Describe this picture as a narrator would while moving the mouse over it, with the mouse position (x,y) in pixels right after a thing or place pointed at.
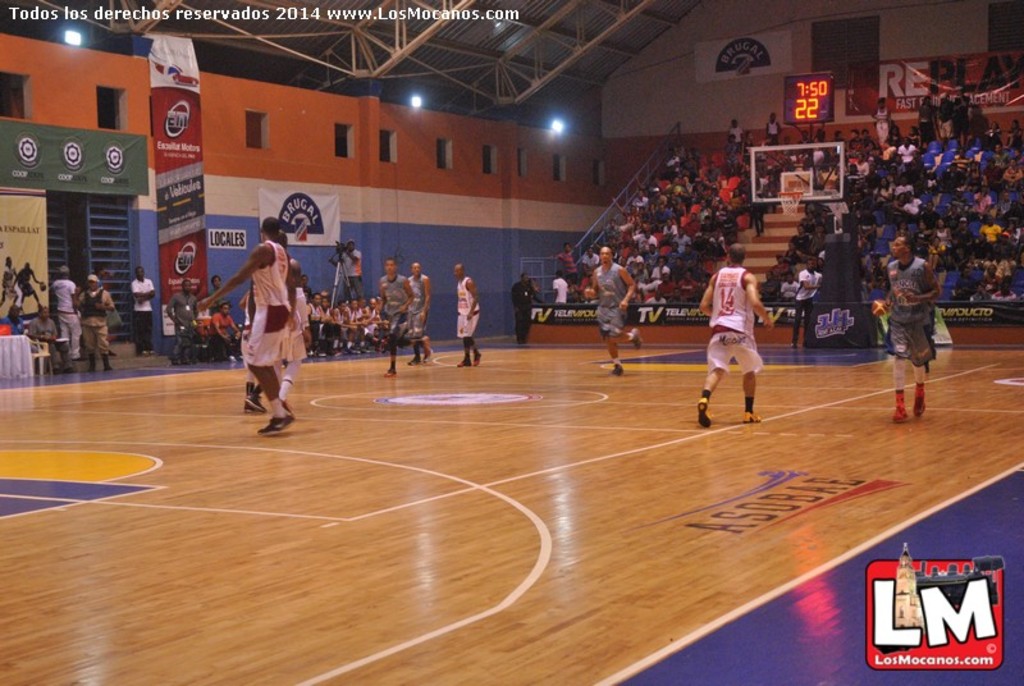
In the image in the center (465,314), we can see few people (417,310) are standing. On the right bottom of the image (892,633) there is a logo (895,610). In the background (543,159) there is a wall (655,40), roof (653,4), staircase (763,254), table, cloth (29,369), chairs (51,357), lights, cameras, banners (334,219), fences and a few other objects (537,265).
